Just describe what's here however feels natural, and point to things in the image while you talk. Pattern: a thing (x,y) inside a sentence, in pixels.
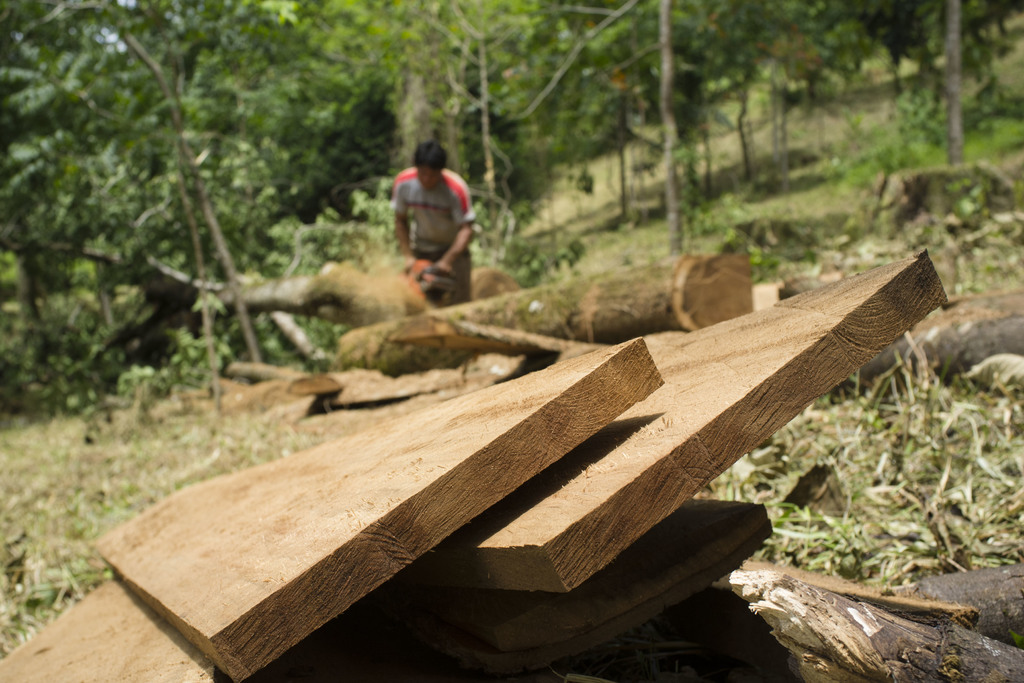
In the foreground of this image (363,590), there are wooden planks (448,588) and a trunk (910,613) on the ground (906,571). In the background (448,244), there is a man (450,269) holding an object (418,283) and cutting the tree (543,321) and there are trees (79,195) in the background (575,41).
